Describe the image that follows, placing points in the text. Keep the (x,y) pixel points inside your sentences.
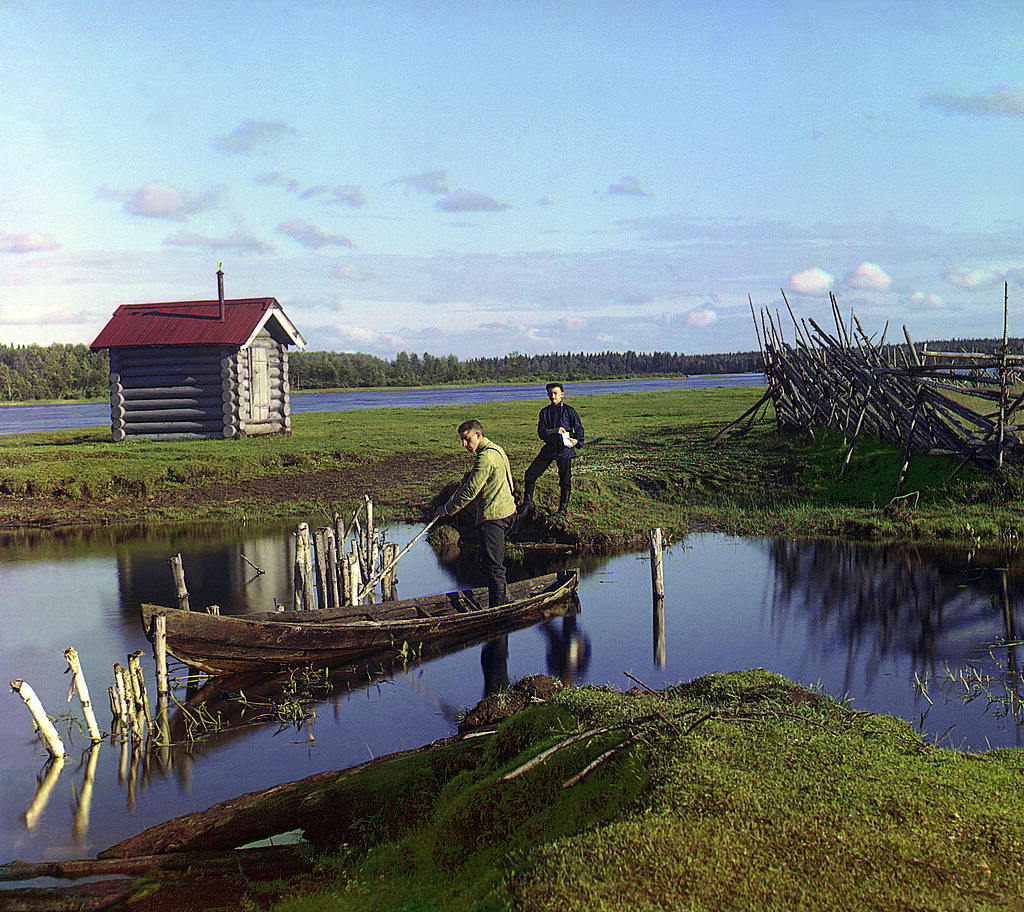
This image is taken outdoors. At the top of the image (210,198) there is a sky (161,238) with clouds (797,228). In the background (399,371) there are many trees (370,368) and plants (620,375) on the ground (346,417) and there is a river (429,395). At the bottom of the image (601,775) there is a ground (547,831) with grass (631,834) on it. On the right side of the image (913,345) there are a few wooden sticks (893,379). In the middle of the image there is a hut (125,371) on the ground (385,420) and a man (571,427) is standing on the ground (542,490). There is a lake (452,676) with water (540,633) and a man (486,465) is standing in the boat (390,608) and holding a stick (377,581) in his hands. The boat (397,600) is on the lake (407,677).
